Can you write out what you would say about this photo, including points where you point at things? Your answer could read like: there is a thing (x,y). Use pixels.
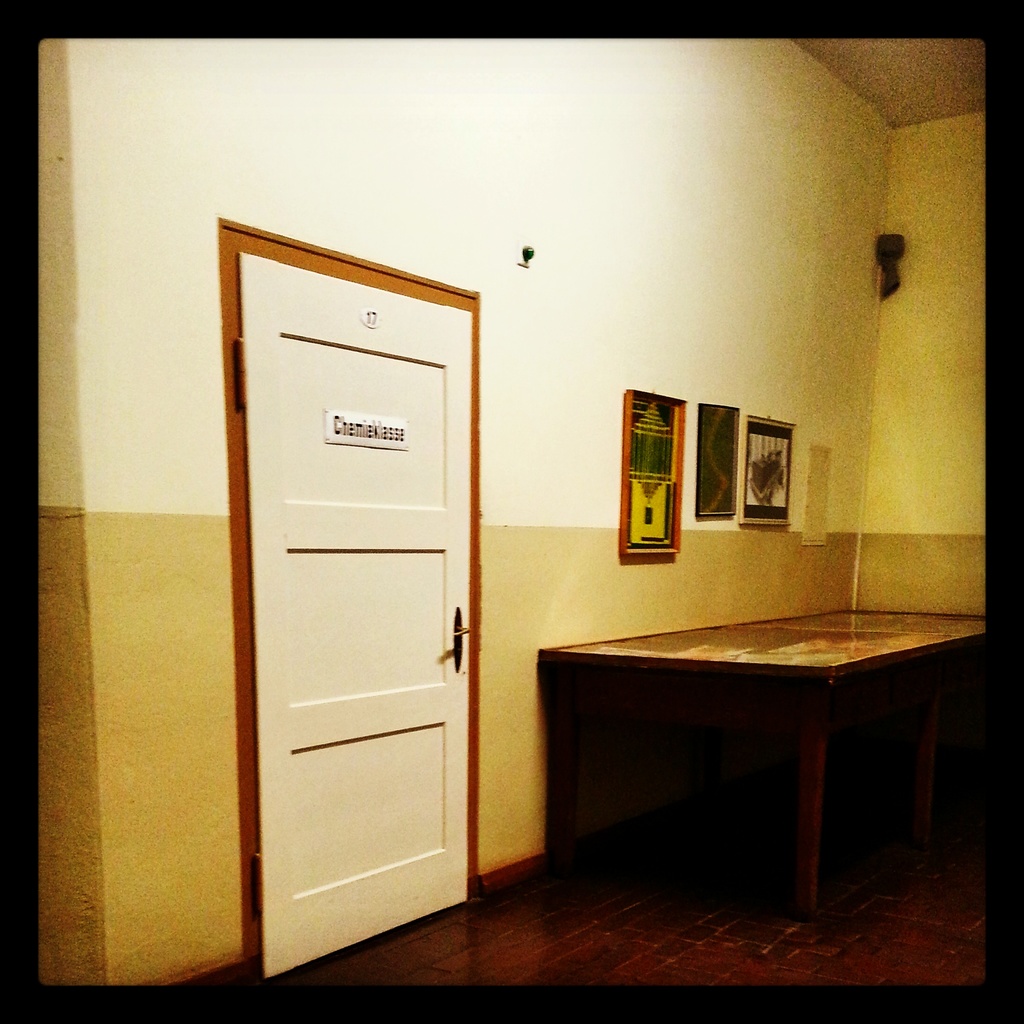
In this image, we can see a table (755,671), door (398,582) and some frames (669,462) on the wall (603,331) and we can see some other objects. At the bottom (616,928), there is floor (626,937).
